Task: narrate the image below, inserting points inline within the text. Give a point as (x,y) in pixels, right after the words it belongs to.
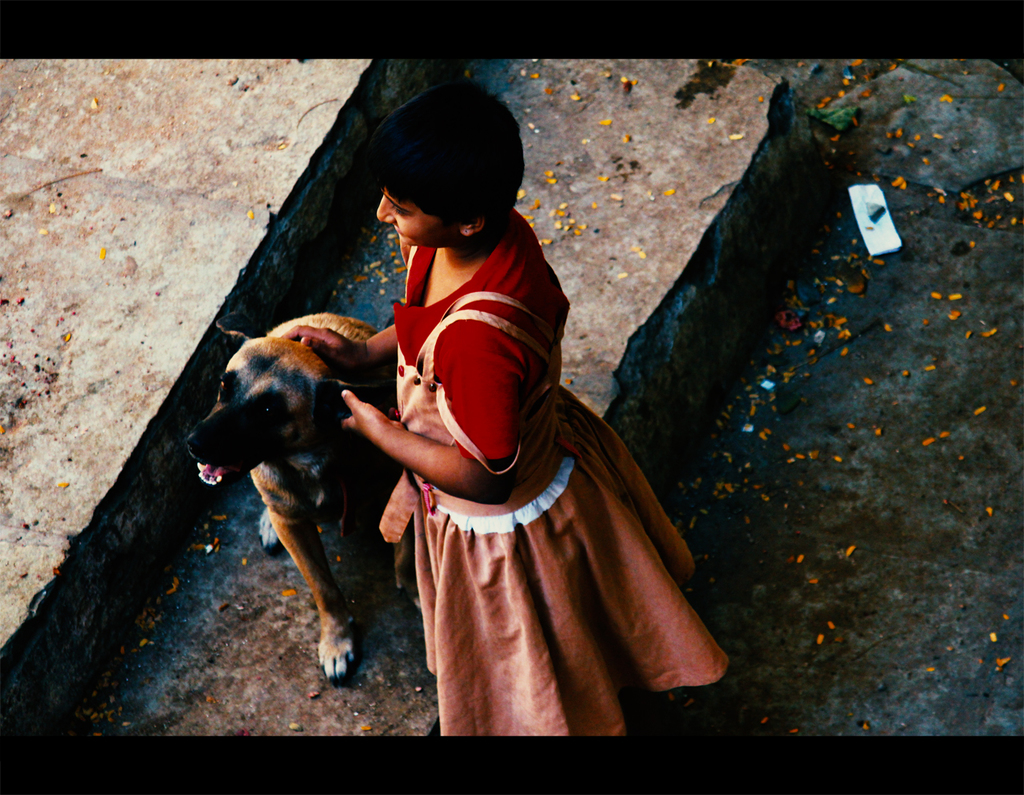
In this image, there is an outside view. There is a person (441,111) standing and wearing clothes (517,311). This person (522,352) is holding a dog (332,364) with her hand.
